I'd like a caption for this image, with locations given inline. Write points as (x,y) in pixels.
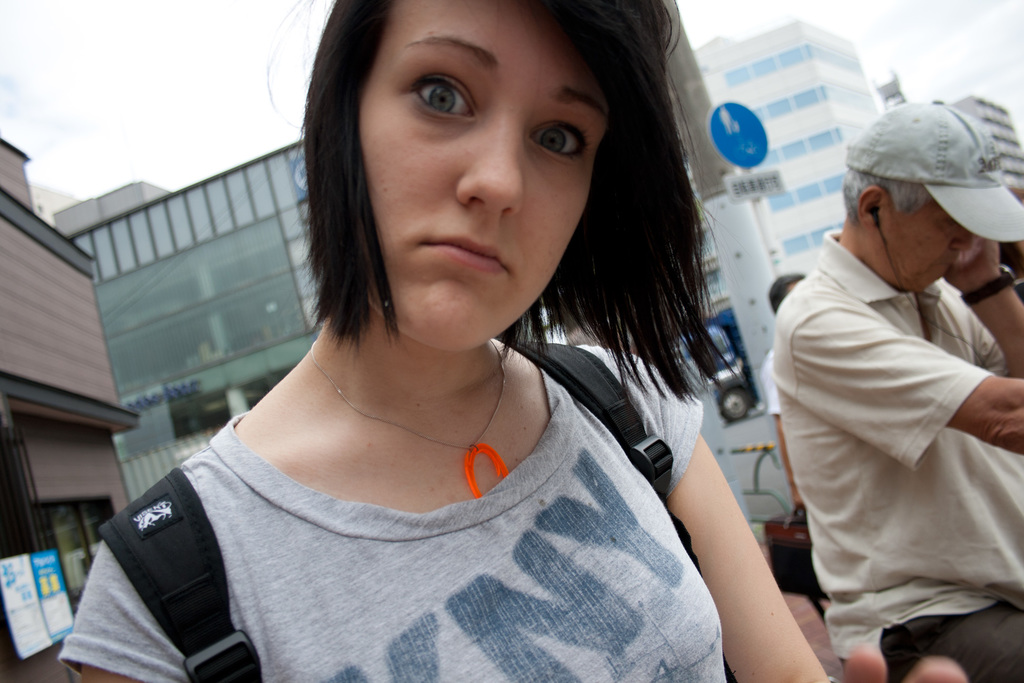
In this image in the foreground (348,15) there is a woman (681,653) looking at someone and wearing a bag (203,510) and on the back (221,203) there are some buildings (239,274).
